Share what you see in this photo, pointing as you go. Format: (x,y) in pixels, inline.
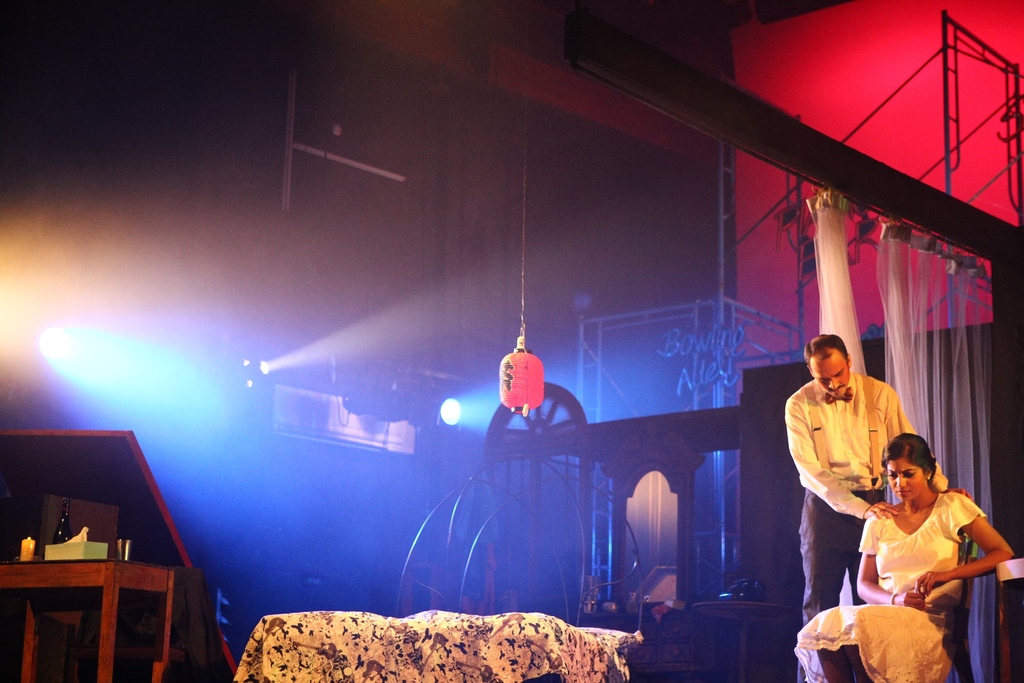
This image is clicked on a stage (540,409). There are lights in the middle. There are two persons (838,503) on the right side (935,475). One is sitting, another one is standing. There is a mirror (680,544) at the bottom (616,593). There is a table (41,582) in the bottom left corner (106,567). On that there is a box (70,556), bottle (60,528), glass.
